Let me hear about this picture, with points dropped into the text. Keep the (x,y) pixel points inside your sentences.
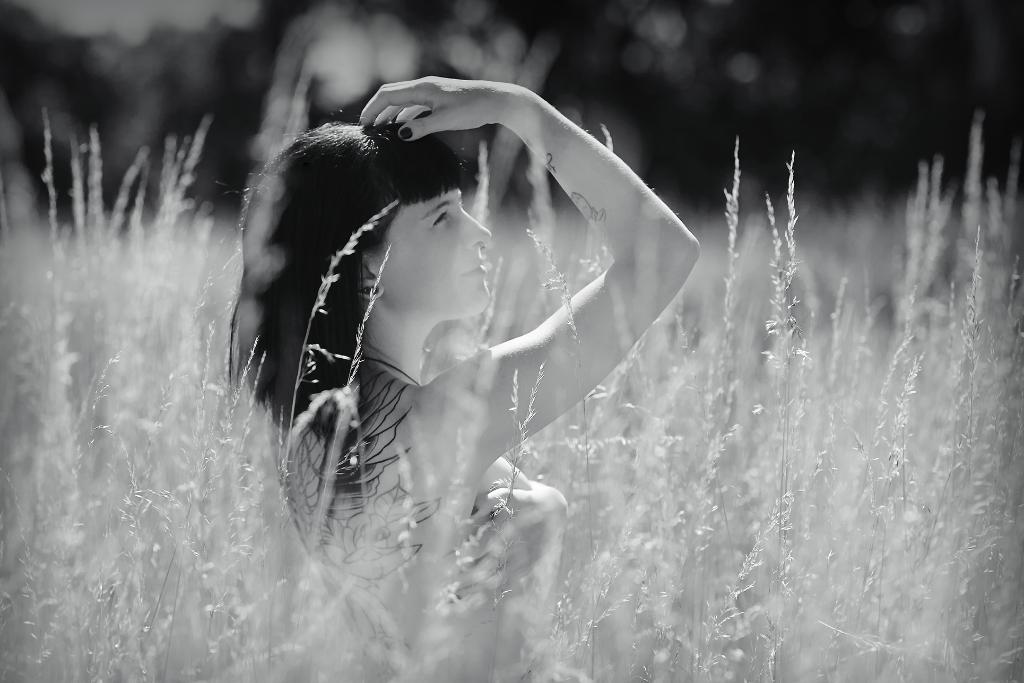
This is a black and white image of a lady (510,397) inside the plants (757,388). In the background (187,49) it is blurred.
